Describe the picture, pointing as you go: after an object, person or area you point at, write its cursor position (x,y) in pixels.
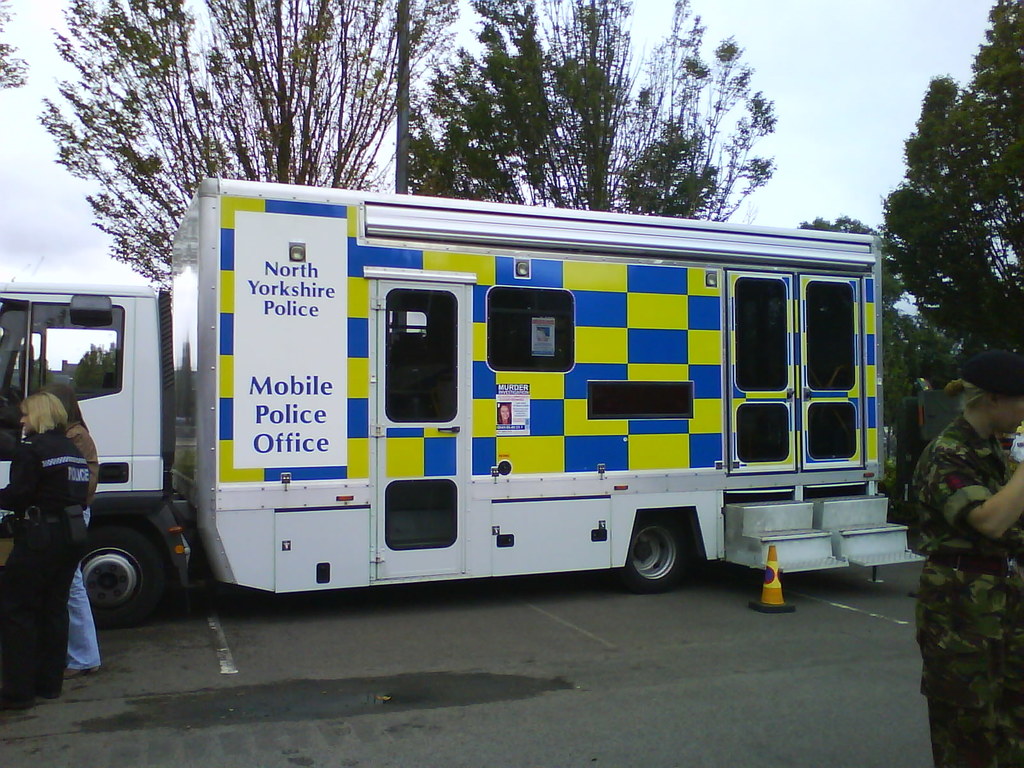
This picture is clicked outside. In the center (397,272) we can see a white color vehicle (322,253) seems to be parked on the road (823,628) and we can see a safety cone (774,565) placed on the ground (527,620). On the left corner (68,474) we can see the two persons (69,607) and we can see the text (280,271) on the vehicle (613,373). On the right corner (943,470) we can see a person (965,512) wearing uniform (961,577) and standing and we can see the stairs (806,506). In the background (857,50) we can see the sky (860,47), trees (1023,180) and some other objects (73,368).
